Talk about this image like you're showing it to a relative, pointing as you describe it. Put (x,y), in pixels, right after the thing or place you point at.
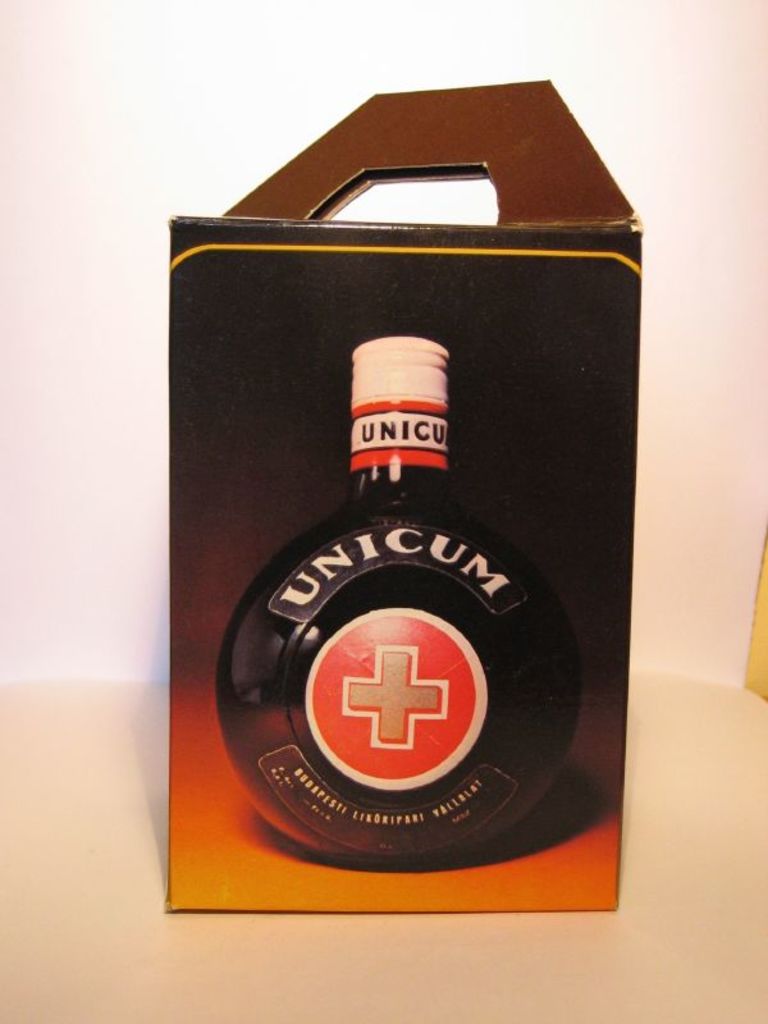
In this picture we can see a box (602,865). On the box (502,478) we can see picture (437,861) of a bottle (333,545). There is a white background (732,688).
